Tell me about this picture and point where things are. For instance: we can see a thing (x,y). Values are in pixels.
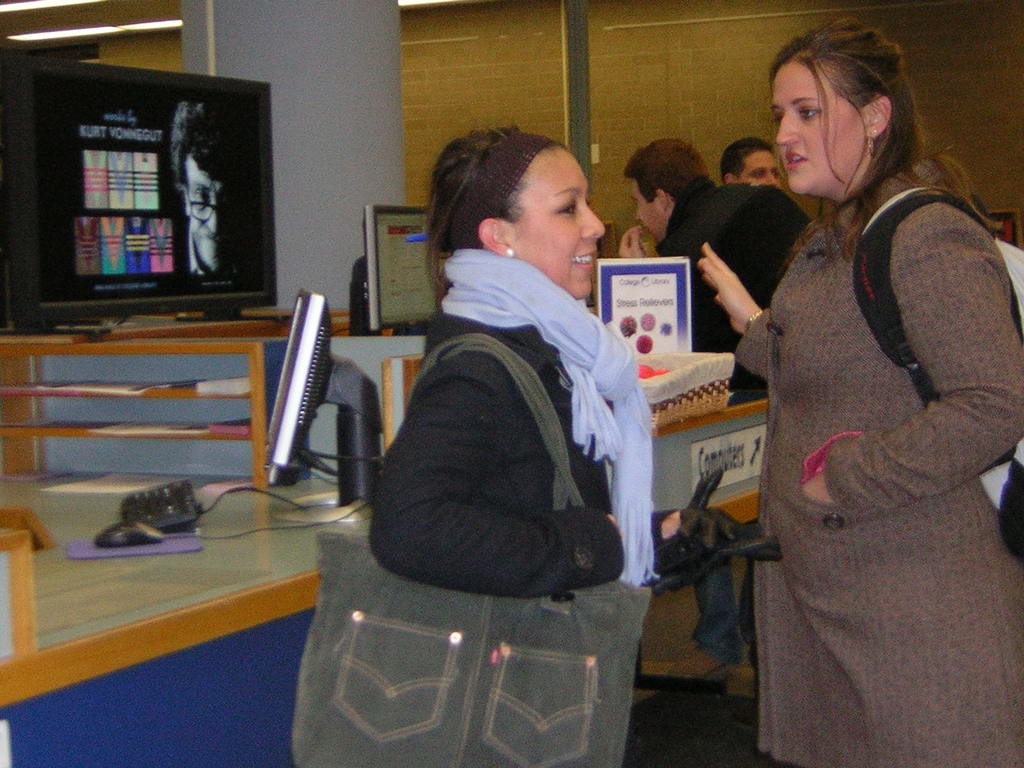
In the foreground of this image (537,575), there are two women (839,496) standing with bags (885,316). In the background (126,531), there is a monitor (331,390), keyboard (154,508) and the mouse (141,528) on table (161,575) like an object (161,575). We can also see few screens (378,277), basket (662,379) like an object (673,364), two men (723,204) standing, wall (442,96) and the lights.
